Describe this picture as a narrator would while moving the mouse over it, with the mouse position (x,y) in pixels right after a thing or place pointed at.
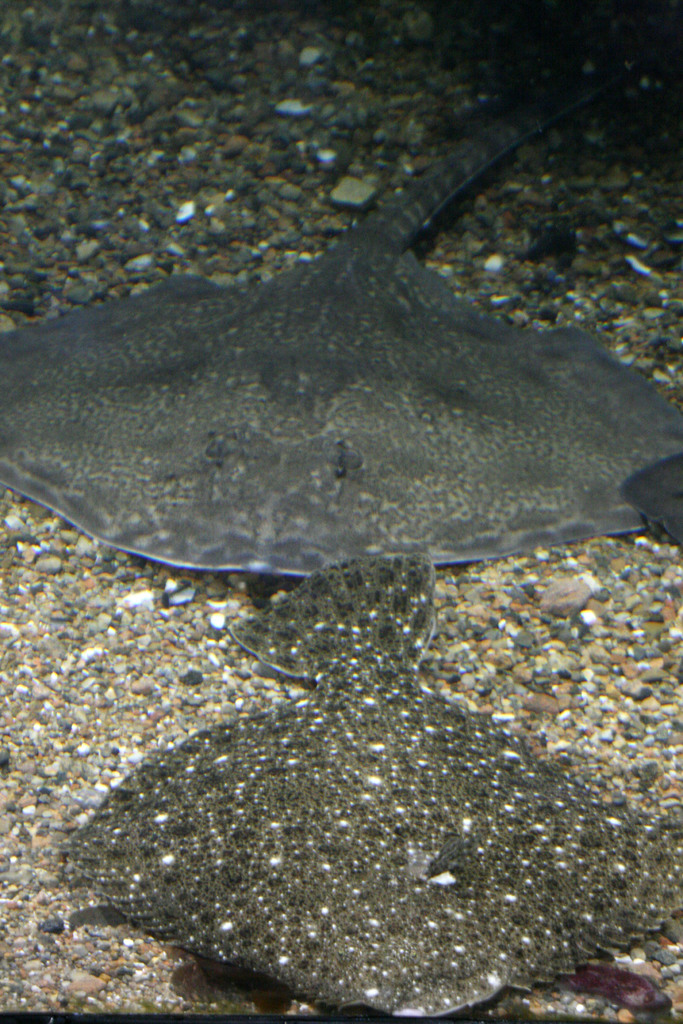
In the image I can see fishes (356,684), stones (179,624) and some other objects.
